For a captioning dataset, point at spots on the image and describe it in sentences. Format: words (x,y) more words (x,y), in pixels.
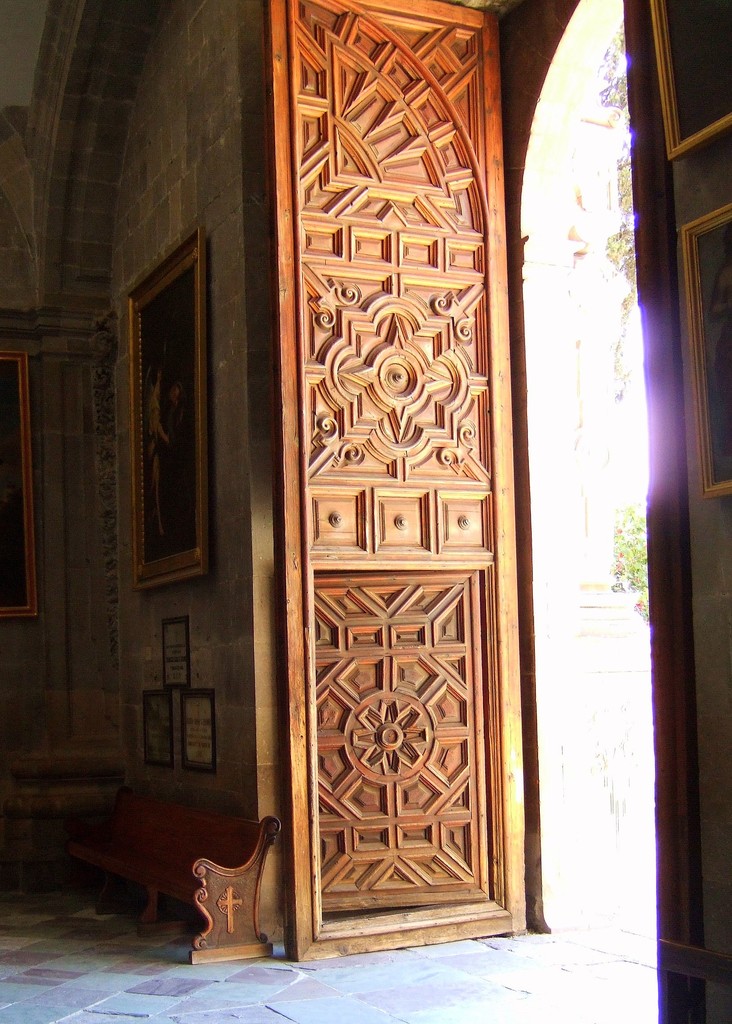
In this image there is a door (519,702) of the building (199,799), inside the building (199,787) there are a few frames (165,715) attached to the wall (175,744), a bench (244,906), outside the building (522,677) there is a tree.
